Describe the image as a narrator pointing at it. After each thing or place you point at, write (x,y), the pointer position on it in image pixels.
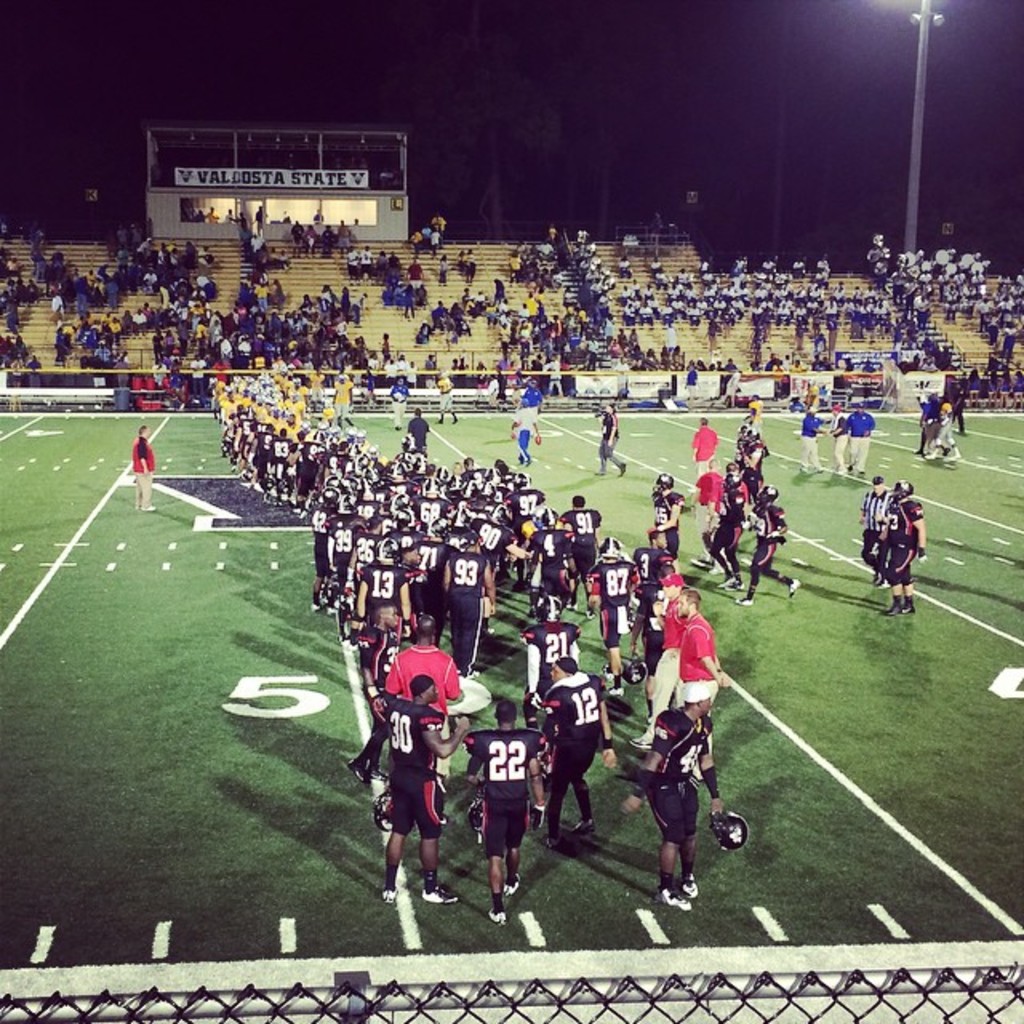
This image is taken in a stadium (456,728). At the bottom of the image (537,1002) there is a fencing (488,989) and there is a ground (129,631) with grass (327,628) on it. In the background (78,268) many people (277,295) are sitting on the stairs (689,323) and a few people (336,299) are standing and there is a board (289,178) with a text (248,174) on it. In the middle of the image (654,593) many people (502,566) are walking on the ground (572,472) and a few (324,539) are standing.
